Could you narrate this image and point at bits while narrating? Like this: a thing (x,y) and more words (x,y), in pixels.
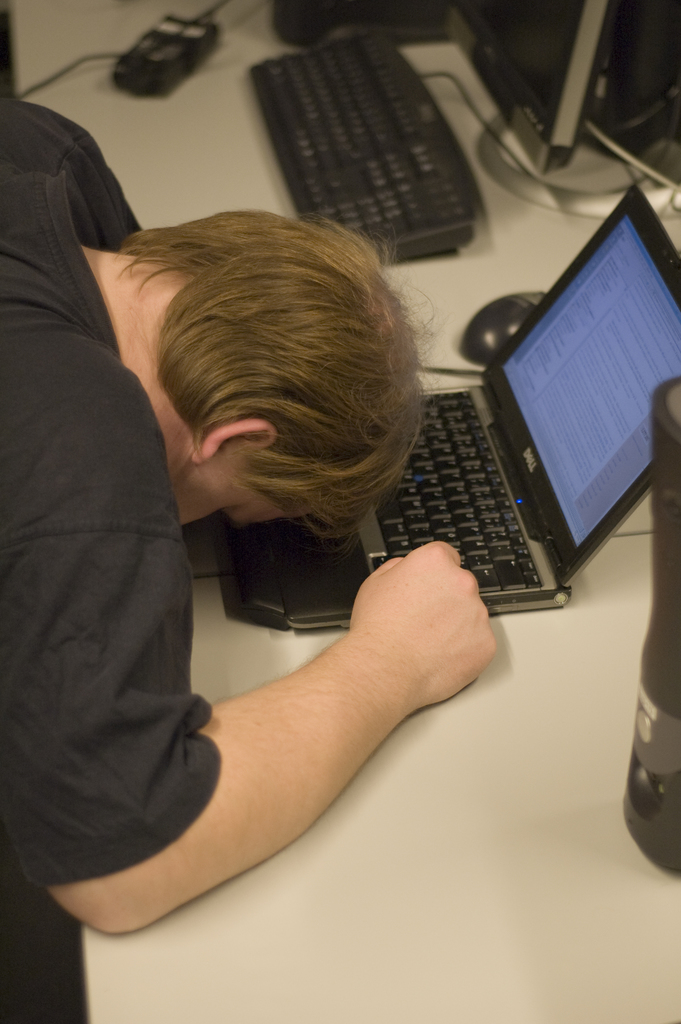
As we can see in the image, there is a man (119,330) and the table (317,939). On table (573,857) there is a bottle (678,568), laptop (525,422), mouse (500,326) and keyboard (364,140).
